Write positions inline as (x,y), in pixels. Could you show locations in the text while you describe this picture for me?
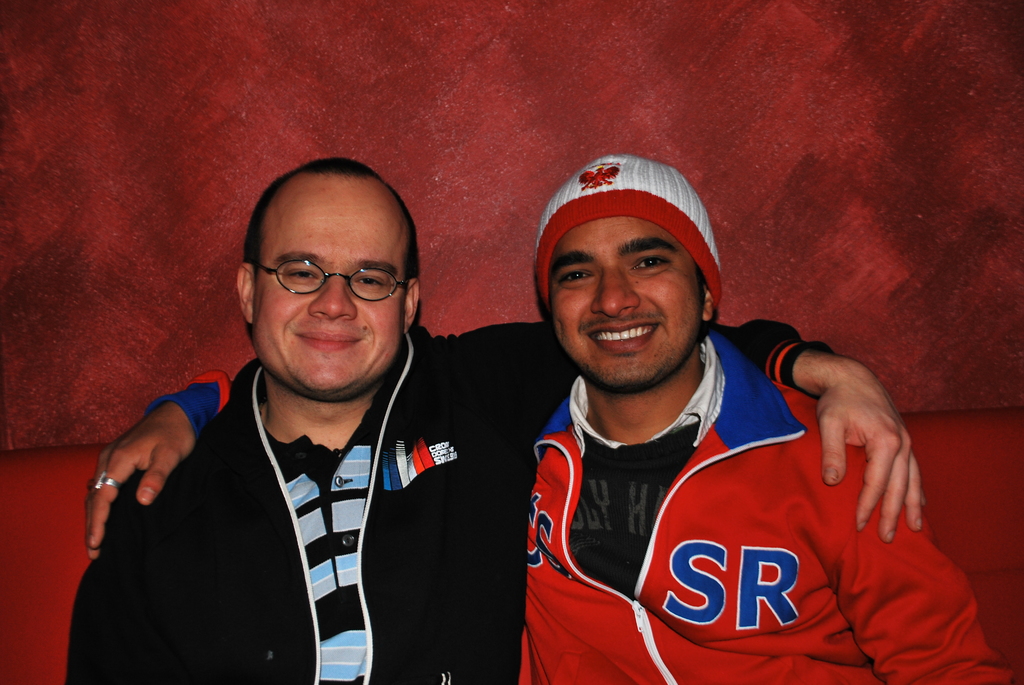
Here in this picture we can see two men (563,472) sitting on a couch (49,518) over there, both of them are wearing jackets (511,520) on them and smiling and the person (468,403) on the left side (297,252) is wearing spectacles (359,283) on him and the person (667,475) on the right side (689,190) is wearing cap (710,257) on him over there.
